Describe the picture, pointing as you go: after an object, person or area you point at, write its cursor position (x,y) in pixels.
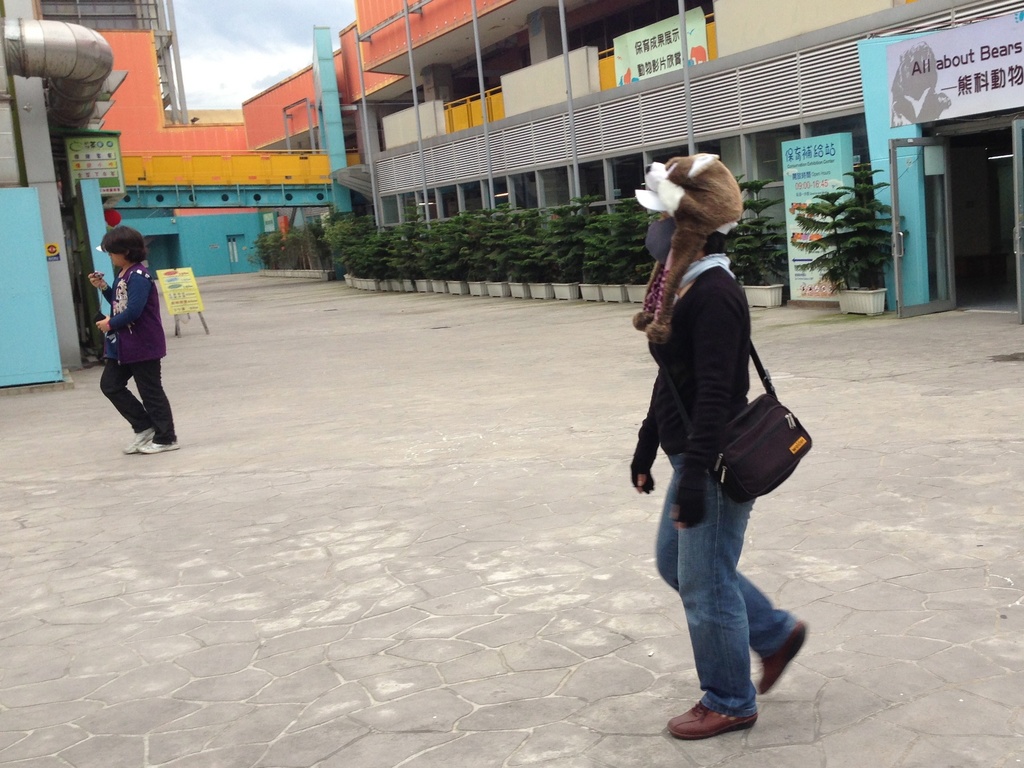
In this image we can see two women (721,606) walking on the ground (604,461). One woman (703,308) is wearing a bag (761,446). On the left side of the image (183,297) we can see a board (195,302) placed on stands (180,324) and some pipes (66,58). In the center of the image (422,260) we can see group of plants (530,259) in pots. At the top of the image (425,24) we can see building (446,78) with some poles (485,103), boards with text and the sky (209,64).
